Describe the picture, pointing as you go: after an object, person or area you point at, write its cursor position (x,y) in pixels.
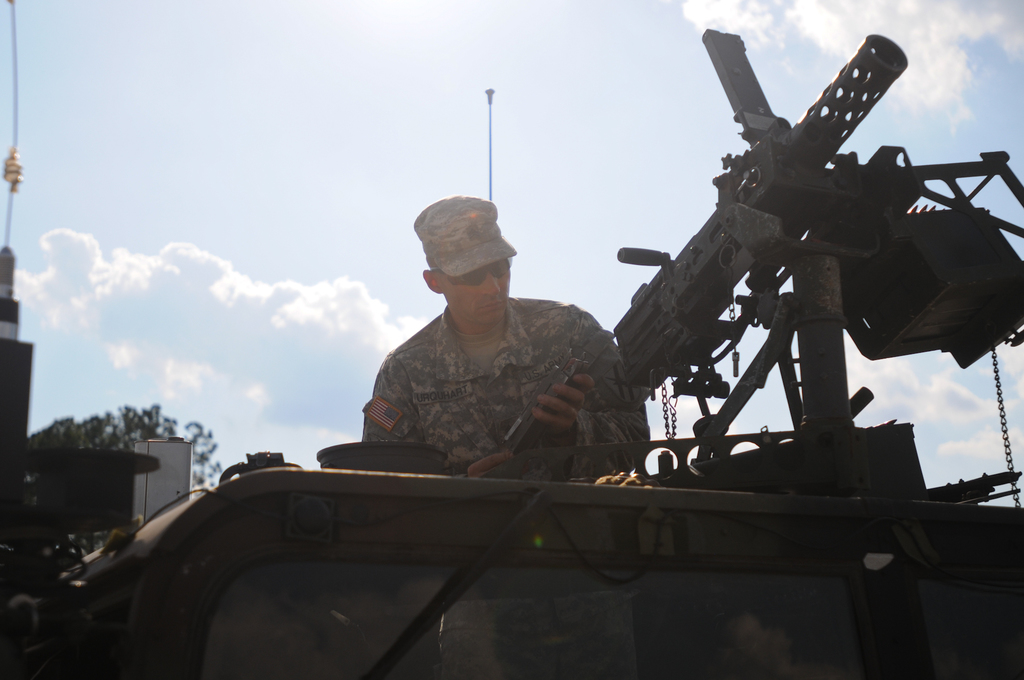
In this image we can see a person (450,199) wearing a military uniform (501,366) is holding an object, in front of him there is a machine (890,259) which looks like a gun (770,255), and looks like he is standing in a vehicle (548,607), behind him there are trees (212,452) and a few other objects (31,360), in the background (64,397) there are clouds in the sky (244,77).
